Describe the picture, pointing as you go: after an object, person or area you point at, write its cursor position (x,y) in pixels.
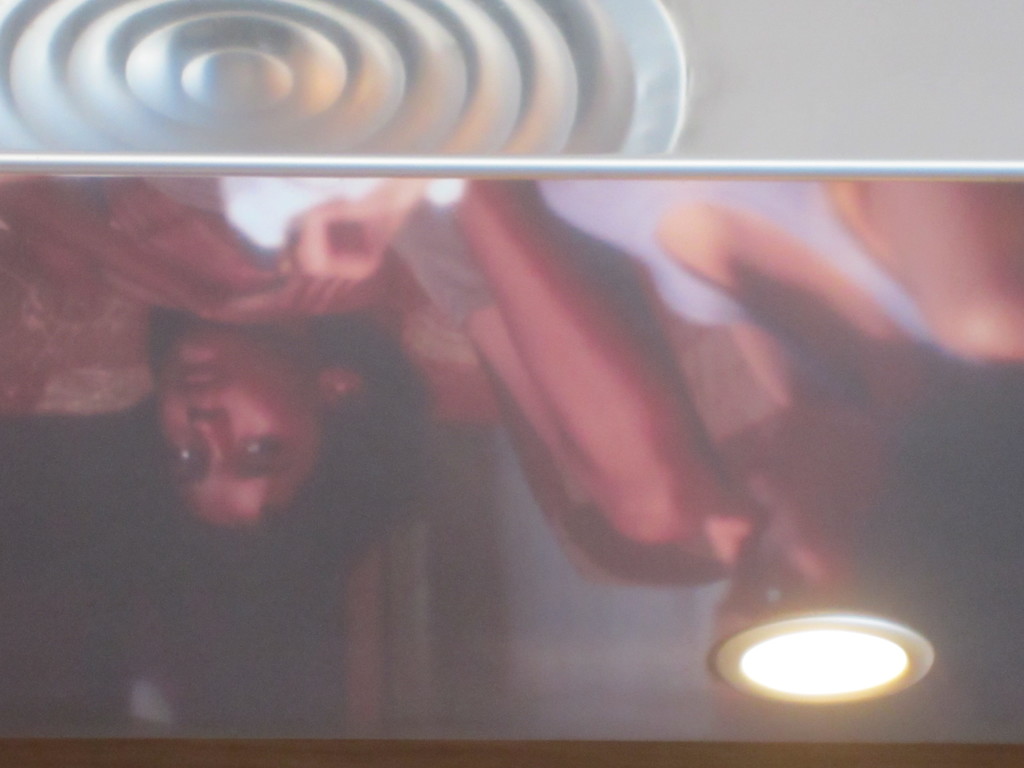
In this image, we can see persons reflections (256,263). There is a light (842,666) in the bottom right of the image (804,689). There is a design (532,43) at the top of the image (587,40).
